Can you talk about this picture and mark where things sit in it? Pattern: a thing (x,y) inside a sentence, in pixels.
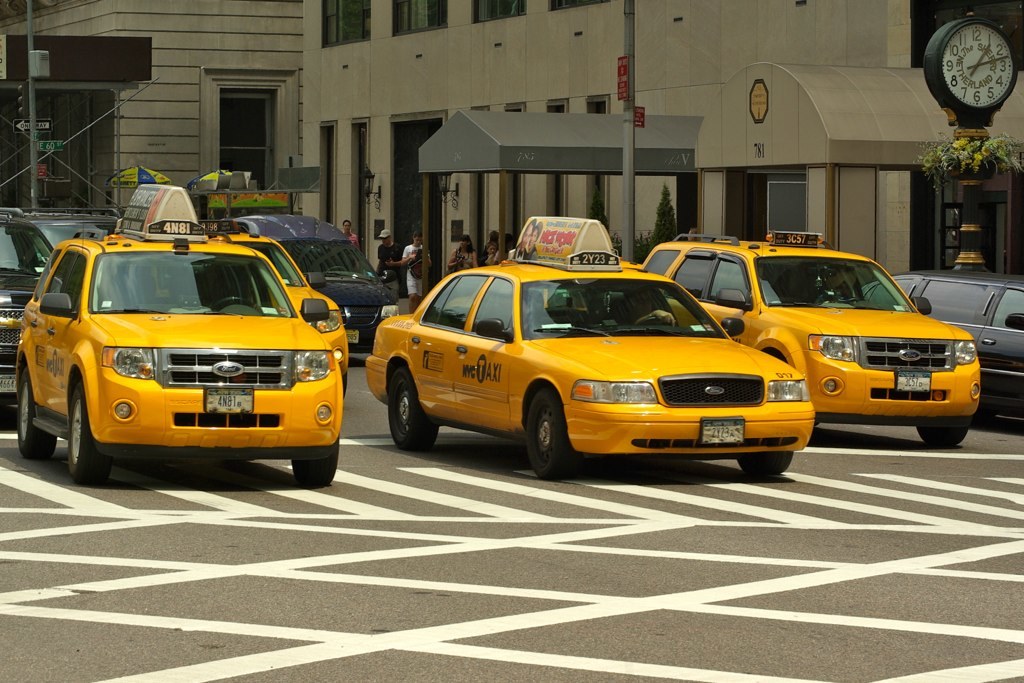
In this image, there are a few vehicles (524,286) and people (414,296). We can see the ground (495,624) and some poles (977,217). We can also see a clock tower (980,80). We can see some plants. There are a few buildings (757,140). We can see some umbrellas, boards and lights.
